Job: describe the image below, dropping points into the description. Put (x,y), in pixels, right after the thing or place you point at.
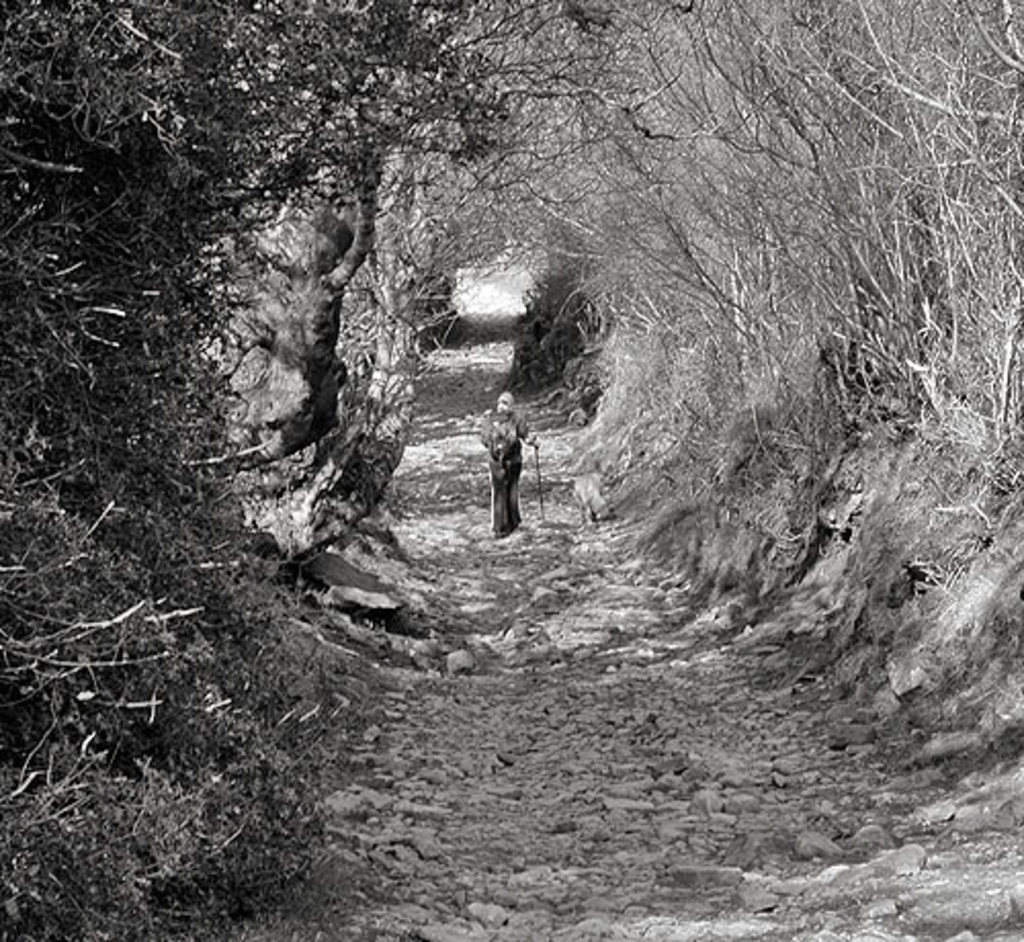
This is a black and white image. In this image we can see a person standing on the ground (540,510) and holding walking sticks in the hands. In the background (781,354) there are trees (757,331).
